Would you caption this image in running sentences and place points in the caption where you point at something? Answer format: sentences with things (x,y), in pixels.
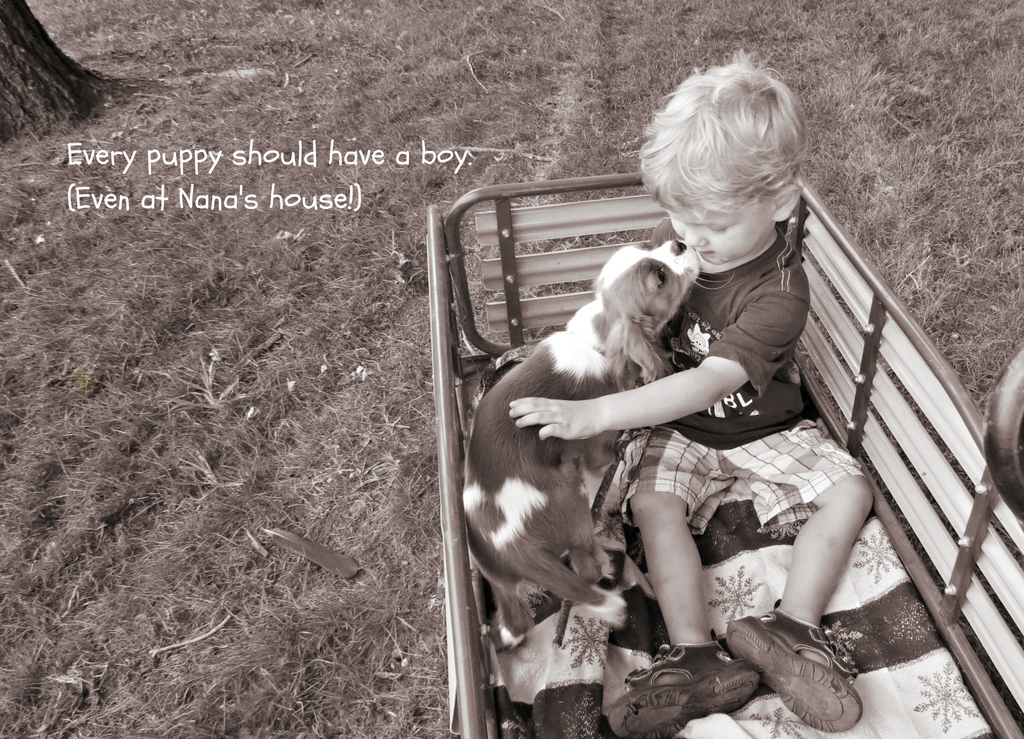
In this edited picture there is a boy (798,394) sitting in a basket (949,491). Beside him there is a dog (535,437). Behind the basket (443,232) there's grass (338,116) on the ground (494,35). In the top left (27,78) there is a tree trunk (50,78). There is text (339,159) on the image.
